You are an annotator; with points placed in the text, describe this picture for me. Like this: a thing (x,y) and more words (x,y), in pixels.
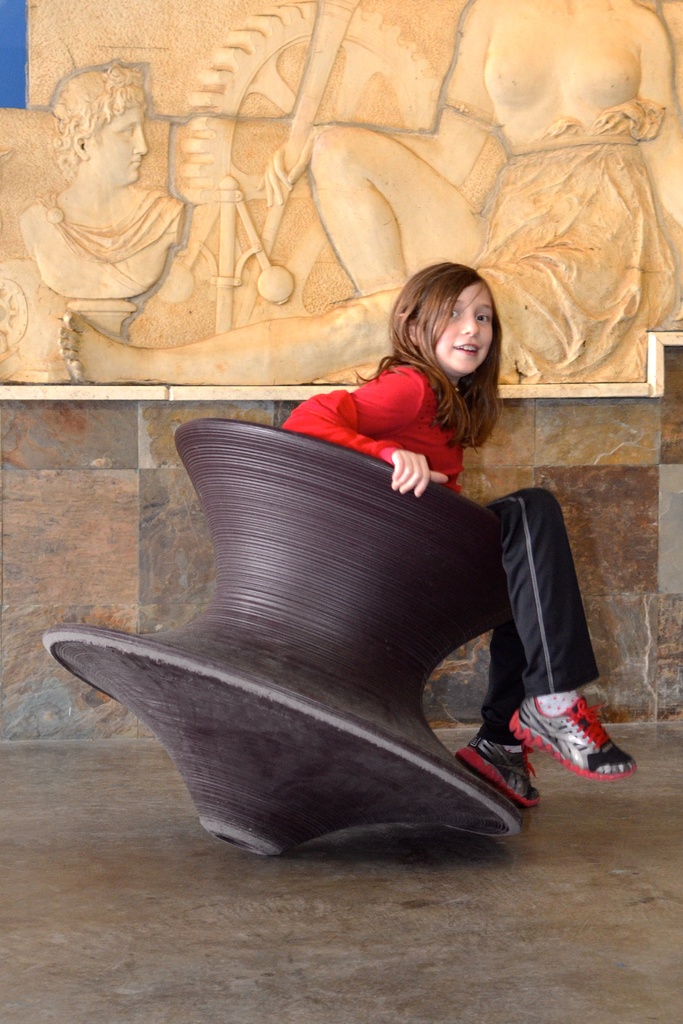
In the picture I can see a child (403,429) wearing a red color dress (401,430) and shoes (526,770) is sitting in a brown color object (277,710). In the background (466,692), I can see sculpture (275,314) on the stone wall (179,391).
